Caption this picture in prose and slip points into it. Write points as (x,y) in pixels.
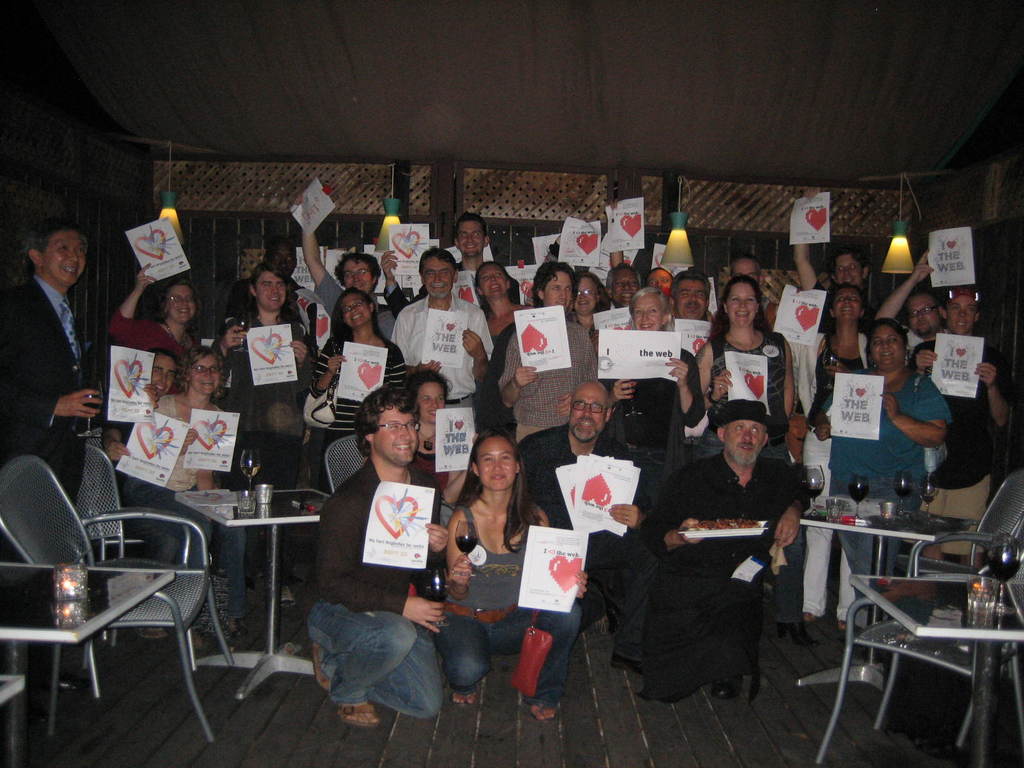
There is a group of people (404,306). They are smiling and holding a papers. Some persons (847,297) are standing and some persons (479,433) are sitting like squat position. There is a table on the right side (1010,632). There is a glass (979,595) on a table (999,628). There is a another table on the left side (275,668). We can see in the background (454,218) wall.
